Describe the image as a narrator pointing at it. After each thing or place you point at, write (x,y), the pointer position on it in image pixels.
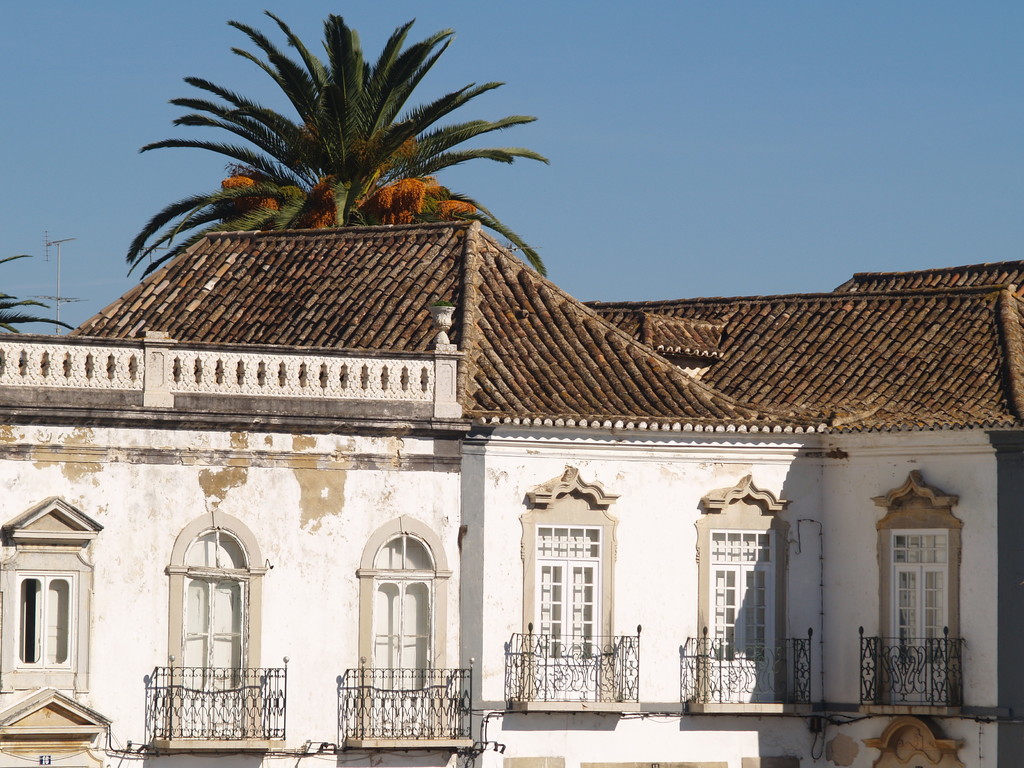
In this image I can see a building (368,347). There are iron grilles (266,718), trees (415,149) and in the background (695,170) there is sky (643,212).
